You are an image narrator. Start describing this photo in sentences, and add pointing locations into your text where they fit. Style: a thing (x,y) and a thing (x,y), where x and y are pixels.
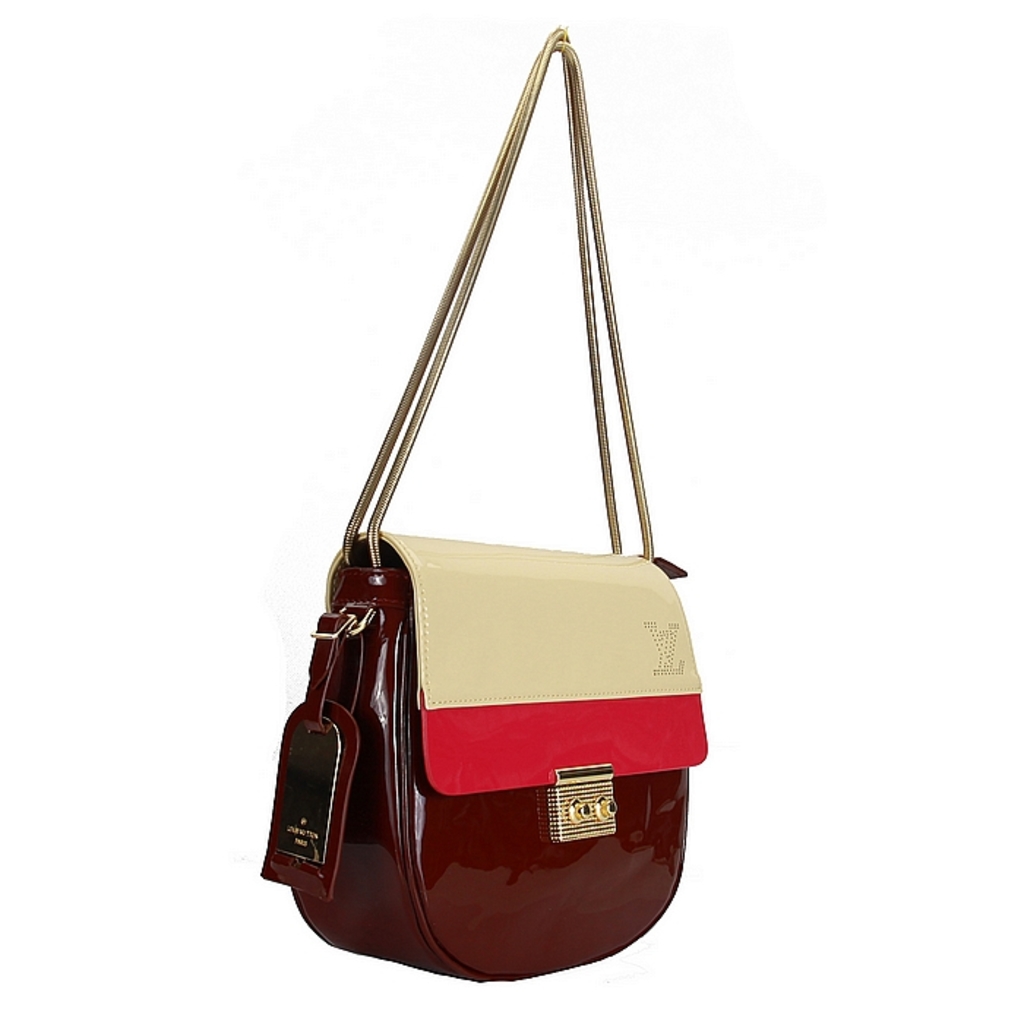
We can see brown color hand bag (383,600) attached with strap (457,281) and clip (594,801).
